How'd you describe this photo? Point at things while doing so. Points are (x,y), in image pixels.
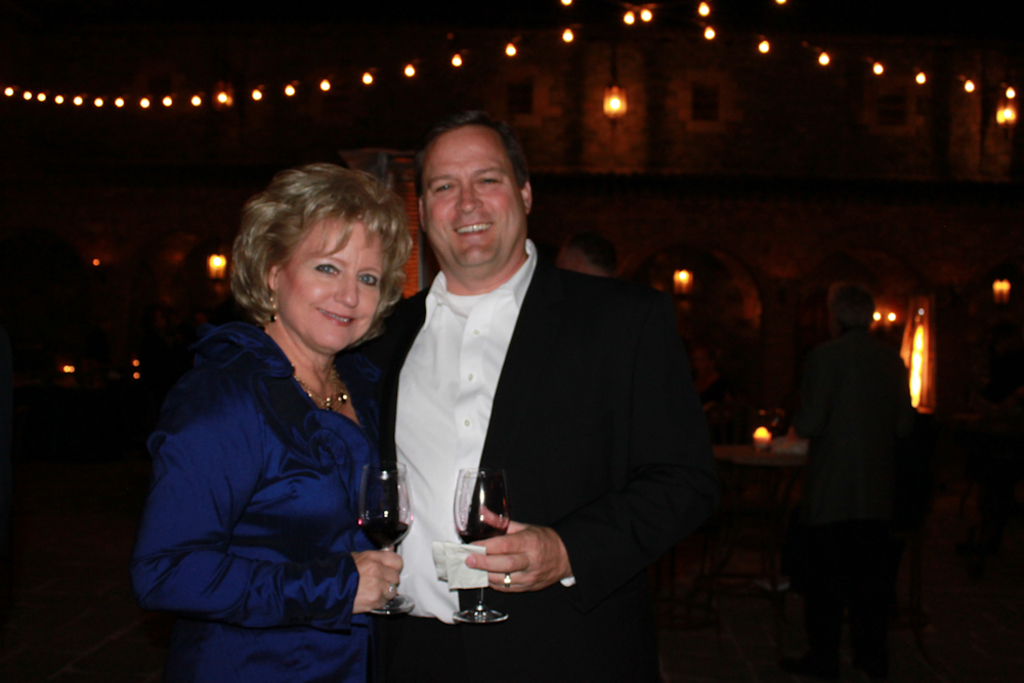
In the middle of the image (646,357) two persons (476,239) standing and smiling and they are holding glasses (404,517) in their hands (368,577). Behind them there are some lights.
